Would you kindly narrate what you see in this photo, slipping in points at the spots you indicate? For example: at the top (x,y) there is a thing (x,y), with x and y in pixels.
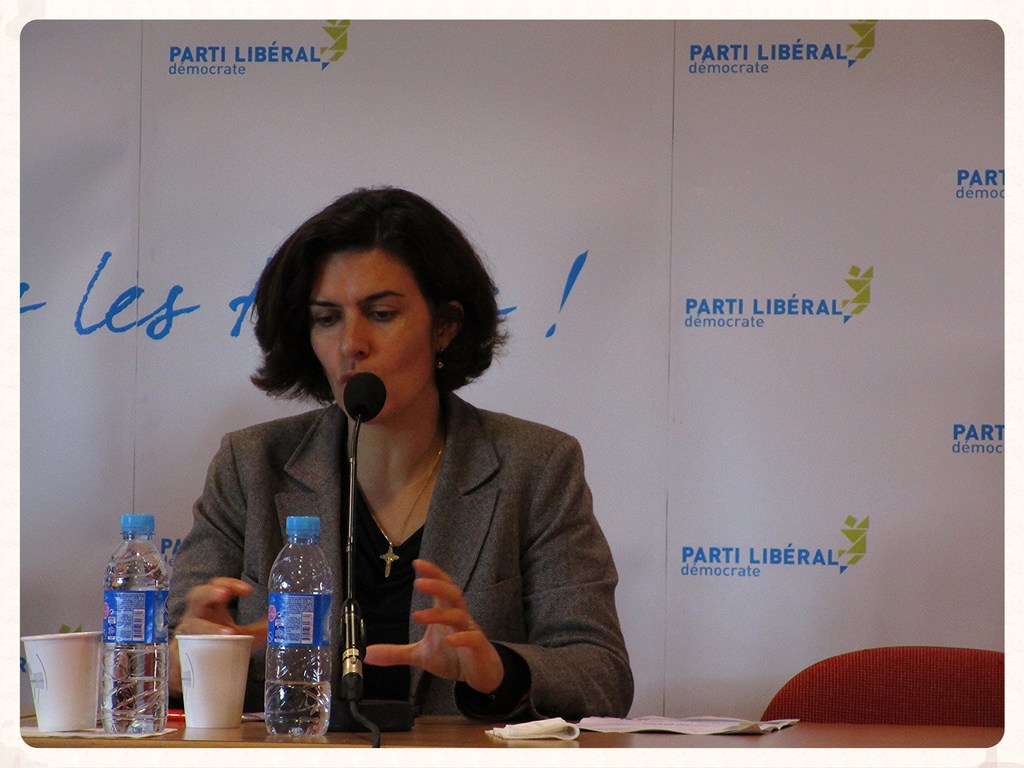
Here we can see a woman (505,503) talking on the mike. This is a table (399,736). On the table (420,742) there are bottles (154,687), glasses (221,698), and papers (555,733). There is a chair (830,702). In the background (885,539) we can see a banner (564,137).
